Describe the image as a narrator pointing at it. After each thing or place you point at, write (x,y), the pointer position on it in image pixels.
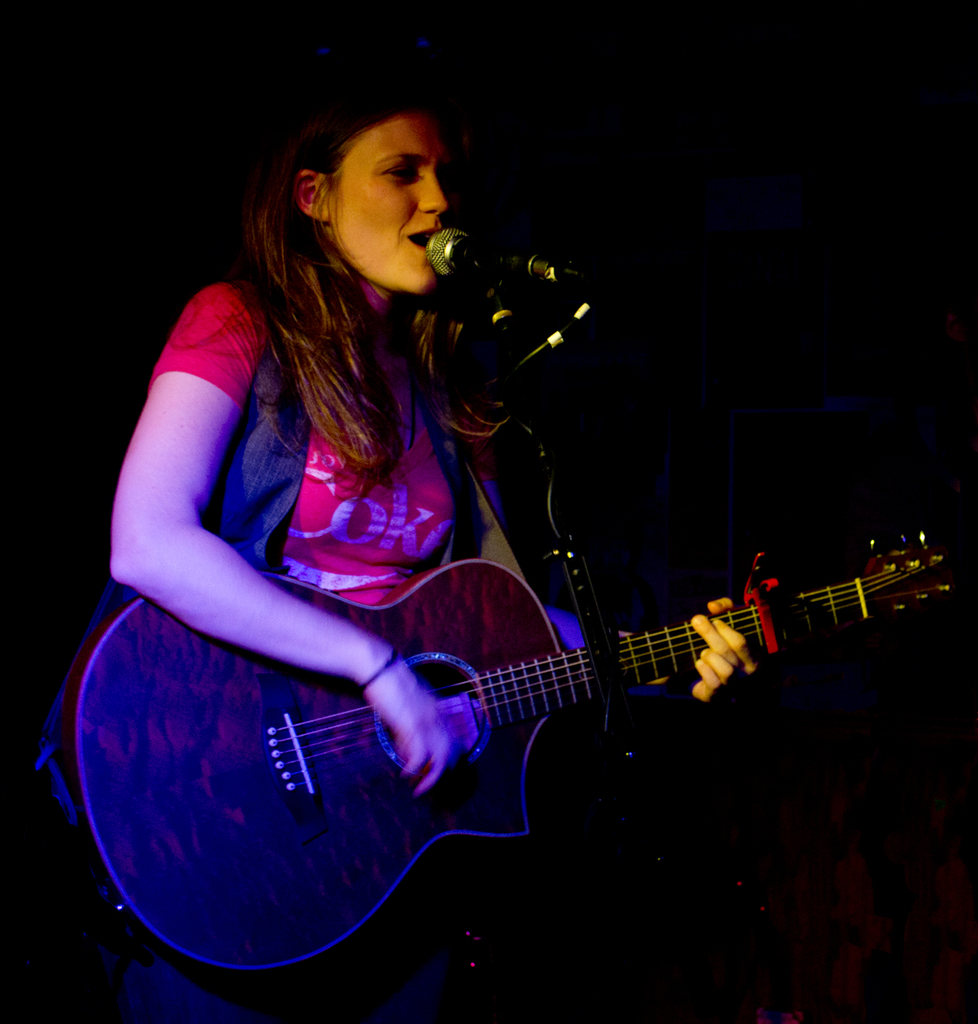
In this picture there is a woman (357,475) playing a guitar (368,715). She is also singing on a mic (475,261).
